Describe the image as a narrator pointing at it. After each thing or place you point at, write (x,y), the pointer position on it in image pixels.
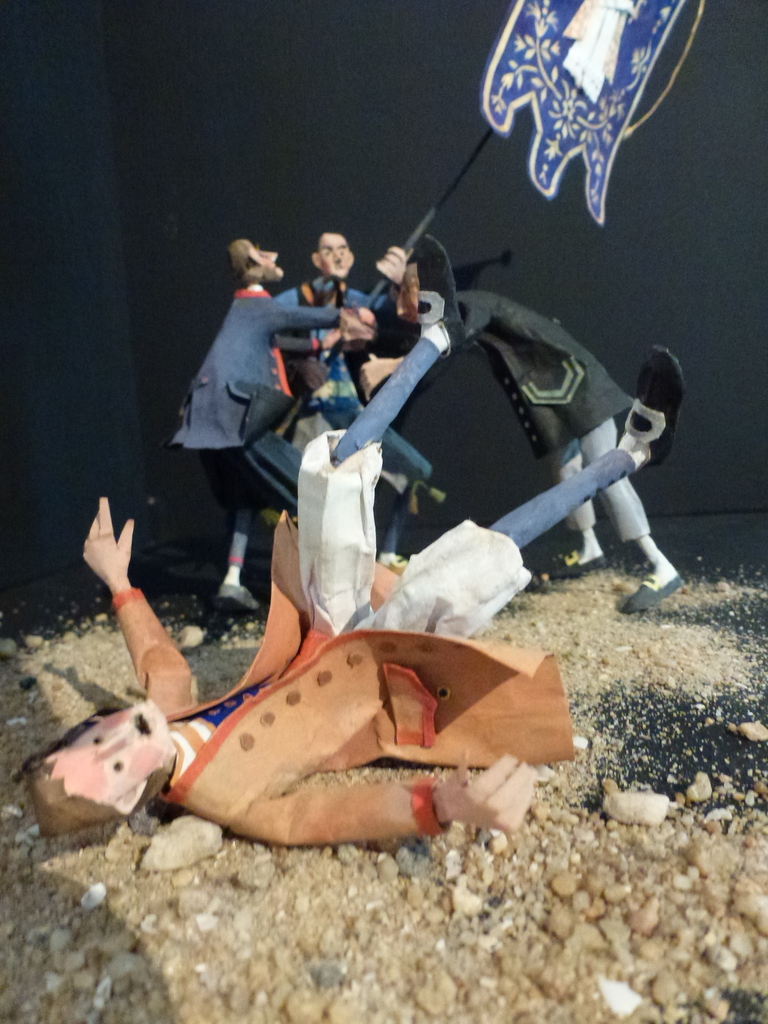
In the image there are some toys (385,381) of people (404,650) and there is some sand (568,865) around the toys (543,733).
